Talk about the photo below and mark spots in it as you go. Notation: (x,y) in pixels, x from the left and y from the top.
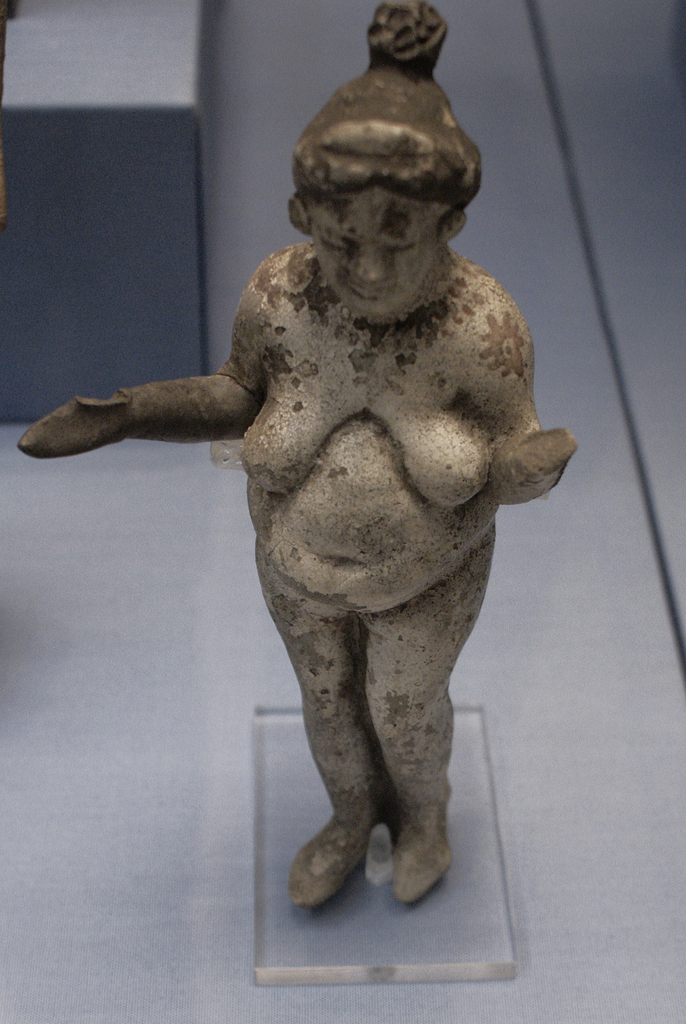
In the center of the picture (250,376) there is statue of a woman (291,261) on a glass (409,934). At the bottom (374,983) it is looking like a table (134,638). On the left (142,145) there is an object (136,103) on the table (520,58).
